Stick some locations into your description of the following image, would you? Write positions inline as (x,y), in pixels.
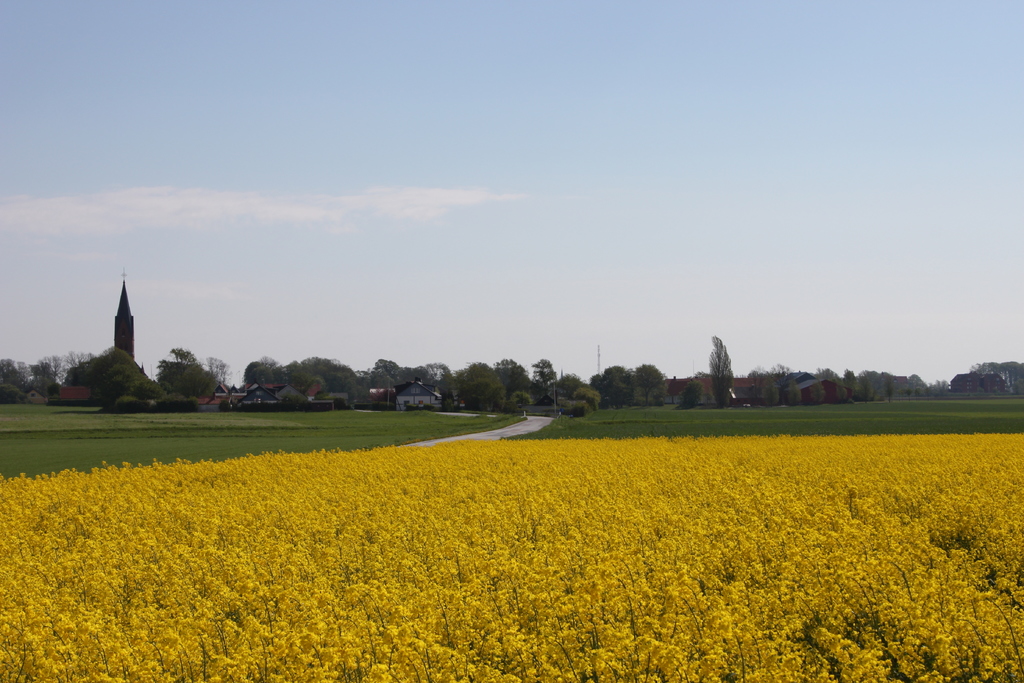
In this image there is the sky (594,109) towards the top of the image (600,115), there are clouds (198,200) in the sky (488,152), there is a building (122,331), there are houses (430,394), there are trees (597,389), there is grass (495,414), there are plants (596,579) towards the bottom of the image (698,588), there are flowers (594,555).
